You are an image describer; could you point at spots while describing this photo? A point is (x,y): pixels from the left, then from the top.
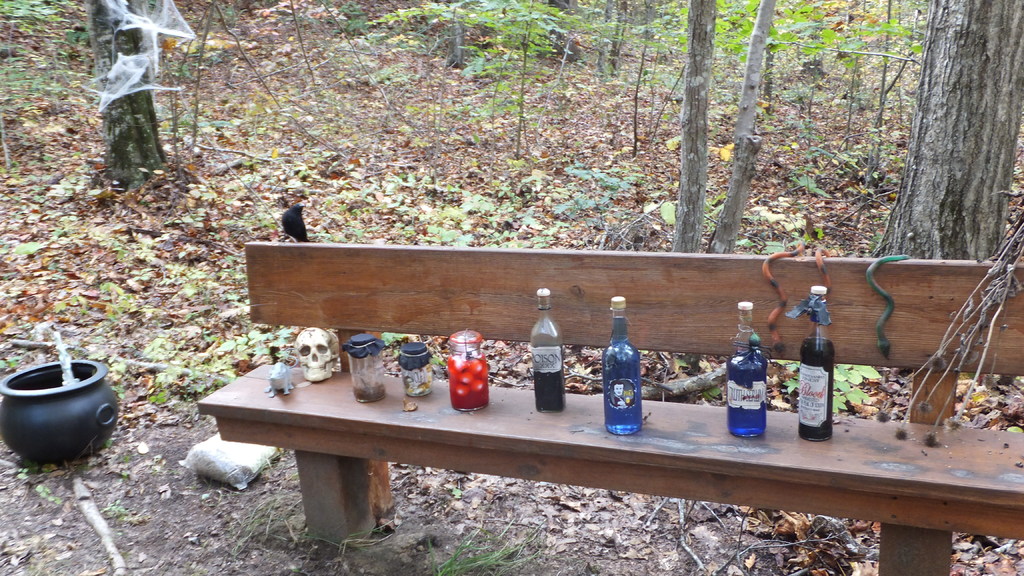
In this image there are bottles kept on the bench (447,297). To the left (72,393), there is a bowl (54,414). In the background (278,59), there are many trees (880,55) and plants (556,207) along with dry leaves (325,168) on the ground (566,195).
